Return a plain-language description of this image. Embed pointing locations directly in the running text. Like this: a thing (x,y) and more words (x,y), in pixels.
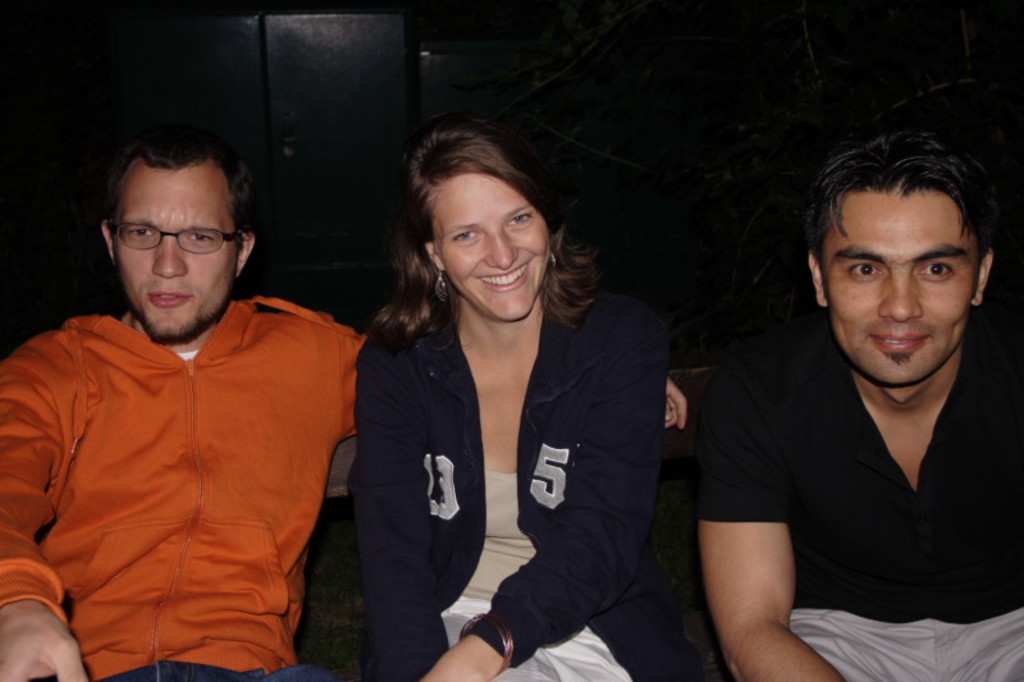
In this image I can see two men (236,480) and a woman (429,458) are sitting. The woman (537,586) is smiling and the man (195,374) is wearing spectacles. The background of the image (378,95) is dark.
